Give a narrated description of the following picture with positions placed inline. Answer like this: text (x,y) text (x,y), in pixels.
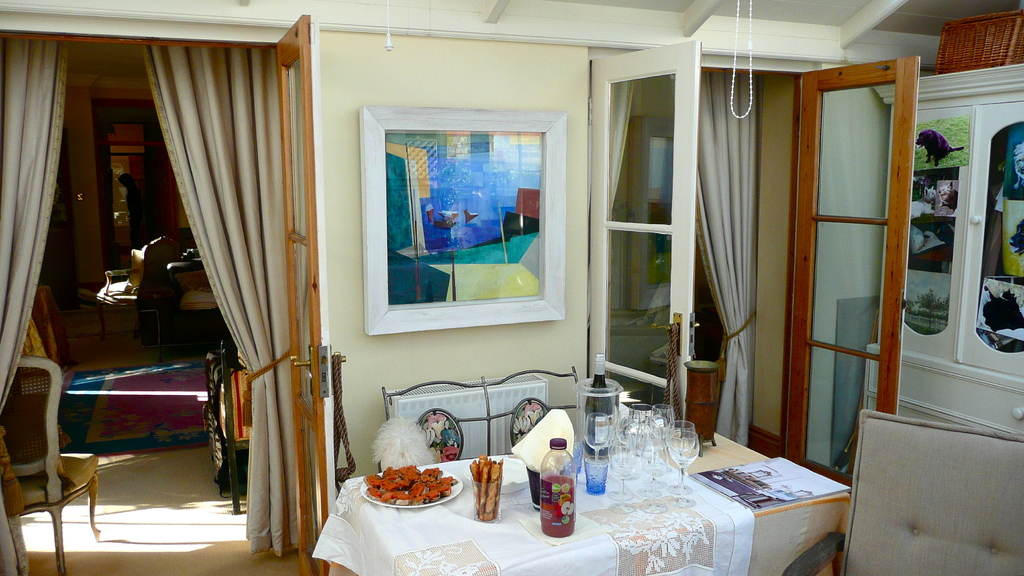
This picture describes about a room (821,569), at the right side (765,546) there is a table (711,565), on that table (474,558) there is a white color cloth (524,550), there are some glasses (690,461) and there is a black color wine bottle (593,397) kept on the table (620,509), there is a white color plate (421,505) on the table (440,508), there are some chairs (984,549), at the right side (862,136) there is a brown color door (818,265), there are white color cupboards (960,219), at the left side (290,308) there is a door (293,260) and there are two curtains (25,268).
